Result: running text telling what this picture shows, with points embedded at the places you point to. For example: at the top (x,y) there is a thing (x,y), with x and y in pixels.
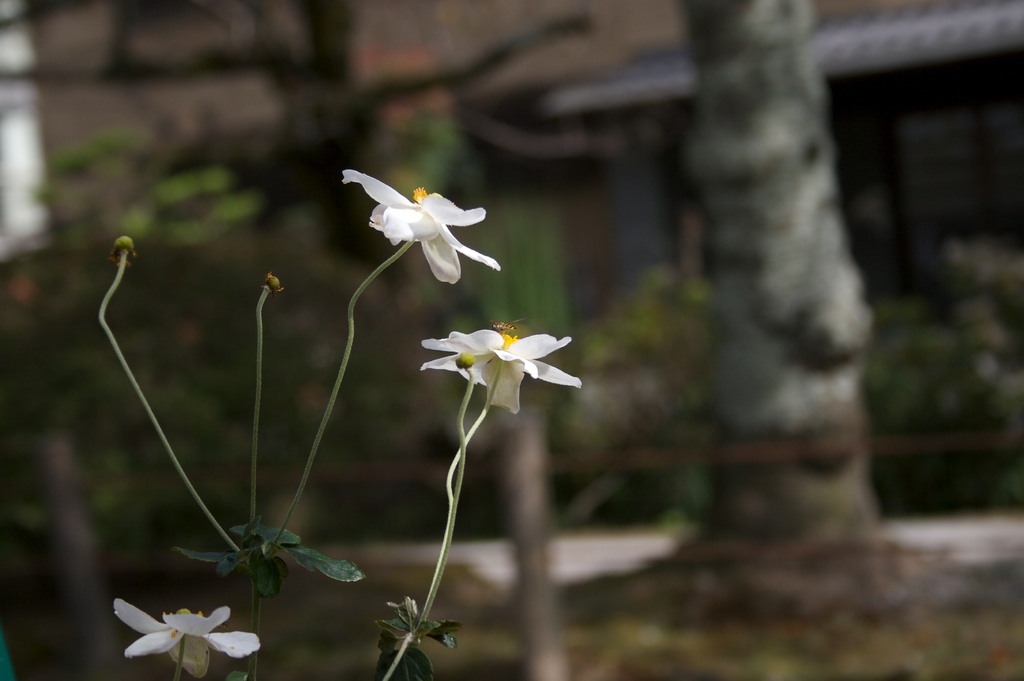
In this image I can see few white colour flowers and green colour leaves (274,565). In the background (720,258) I can see few trees (925,311), a building (581,243) and I can see this image is blurry from background (132,126).
